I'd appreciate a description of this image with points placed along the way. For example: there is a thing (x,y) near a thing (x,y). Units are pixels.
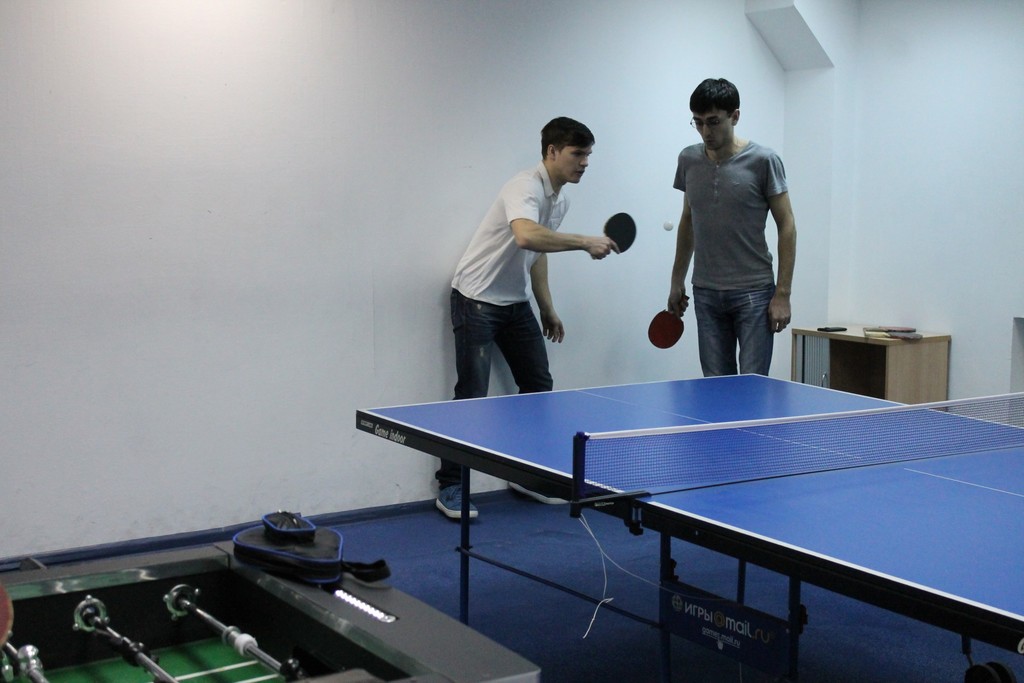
In this image I can see two (669,302) are playing the game table tennis.
